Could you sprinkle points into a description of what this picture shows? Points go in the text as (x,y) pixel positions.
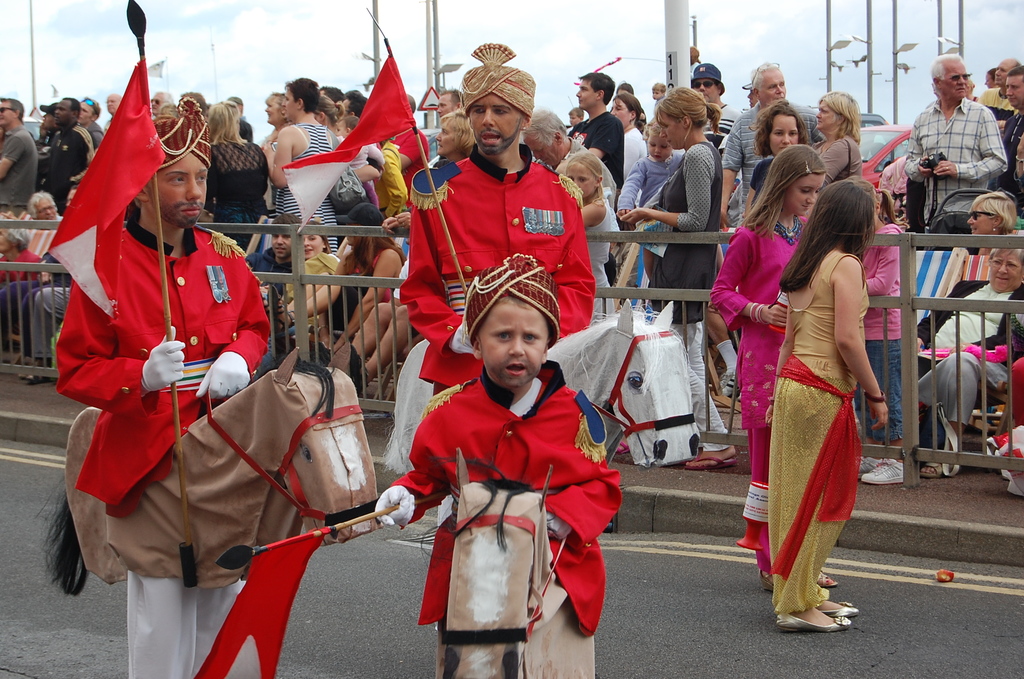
In this picture there are people (83,348) in the center of the image (573,369), it seems to be they are wearing costumes (397,456) and there are other people (588,95) and poles (828,89) in the background area of the image (855,140) in front of a boundary (906,271).
